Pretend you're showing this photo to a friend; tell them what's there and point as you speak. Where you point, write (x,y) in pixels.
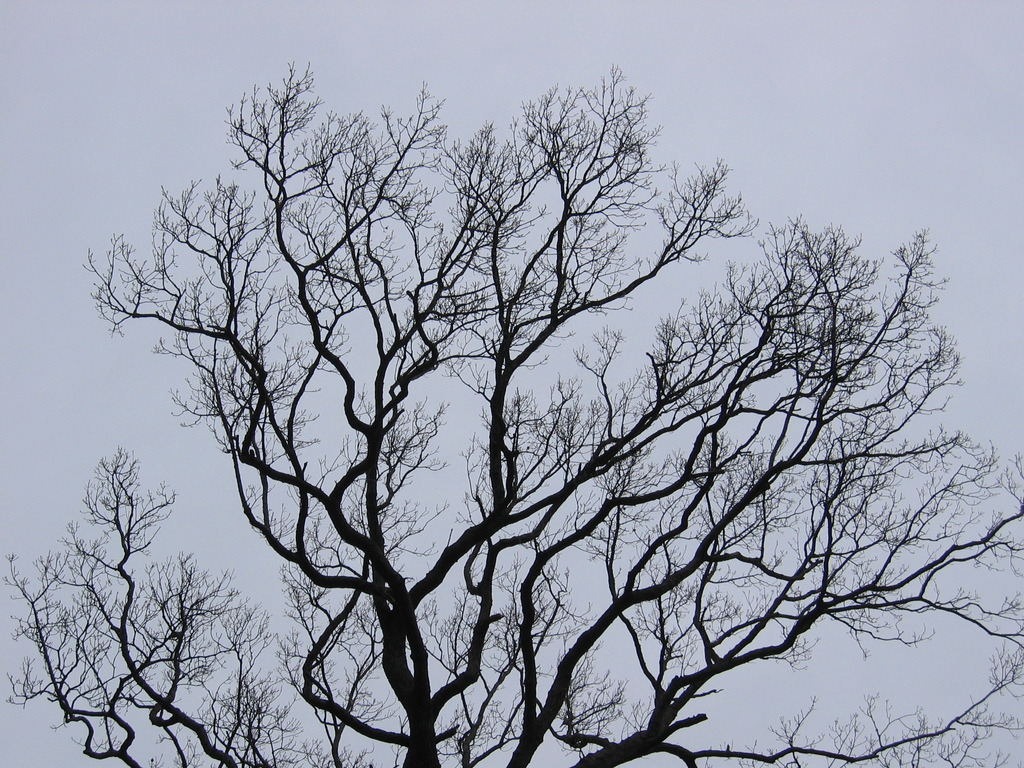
There is a tree (479,489) which does not have leaves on it.
